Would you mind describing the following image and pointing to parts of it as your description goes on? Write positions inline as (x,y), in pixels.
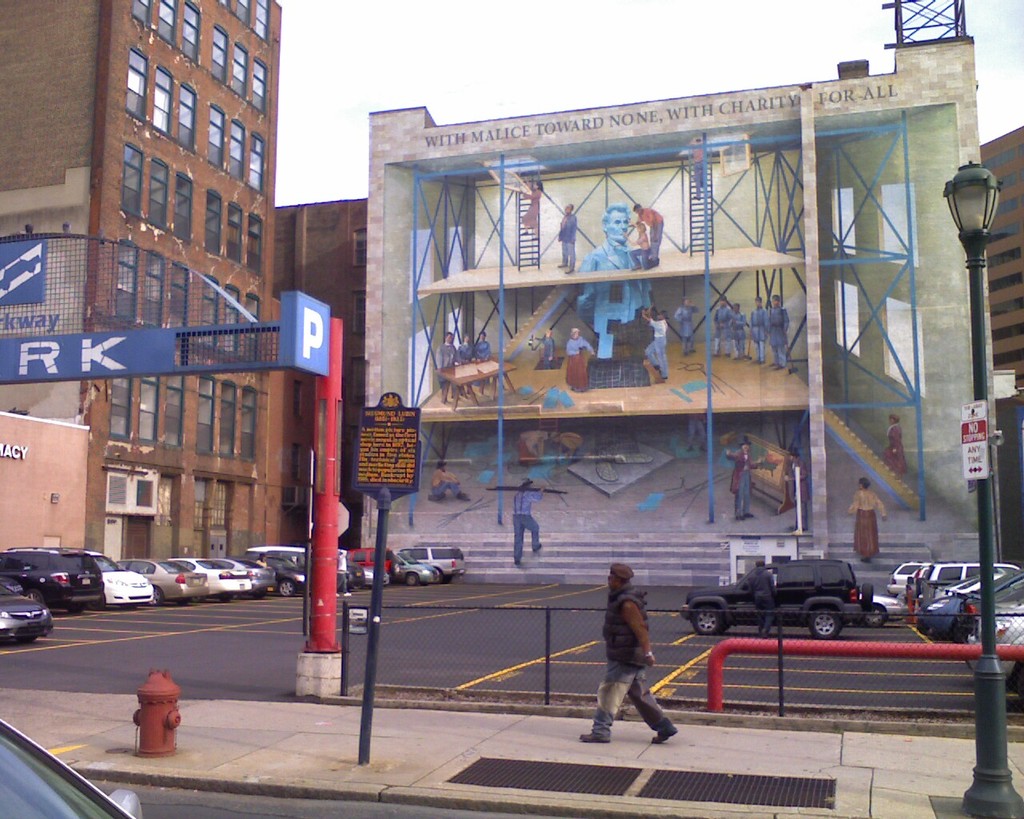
In this image I can see a person (619,685) walking and the person (632,607) is wearing brown shirt (630,622), blue pant (625,672). Background (832,614) I can see few vehicles (847,608) on the road (381,669), I can also see a pole (322,641) in red color, buildings (474,567) in brown and cream color, a light pole (972,315) and the sky (475,84) is in white color.
